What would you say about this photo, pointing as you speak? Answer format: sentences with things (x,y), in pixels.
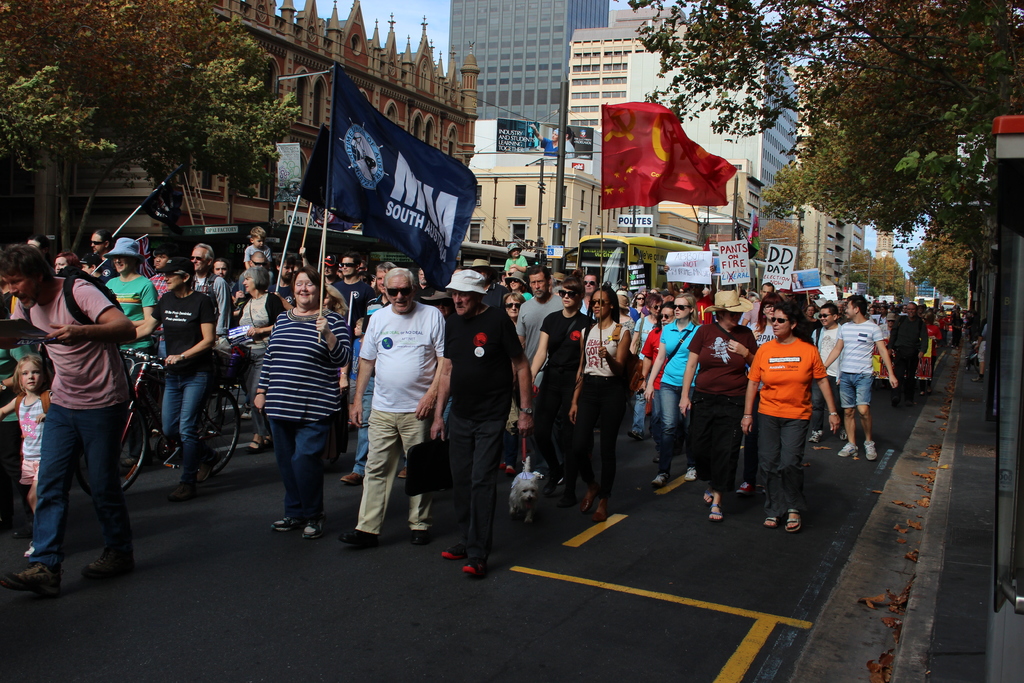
In this image, we can see persons (589,369) walking on the road (365,576). There are some persons (590,388) holding flags (425,258) and placards (769,264) with their hands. There are buildings (511,98) at the top of the image (459,64). There is a tree (149,139) in the top left (206,88) and in the top right of the image (858,42).
